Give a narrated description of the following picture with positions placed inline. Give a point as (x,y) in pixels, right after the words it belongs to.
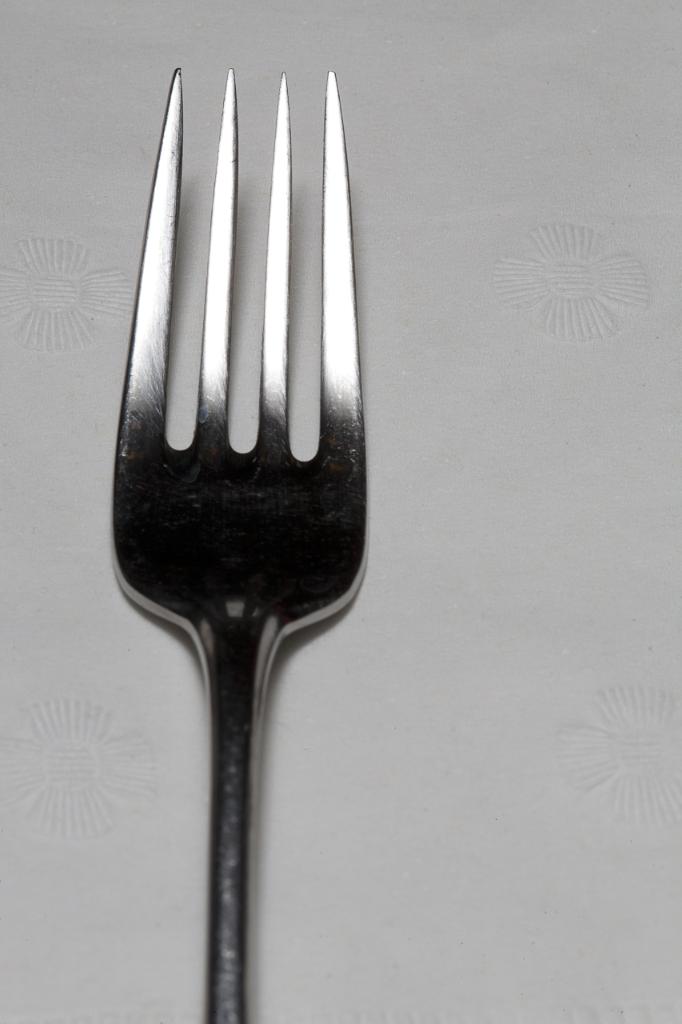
In this image I can see a fork (193,636) on a surface (144,721).
